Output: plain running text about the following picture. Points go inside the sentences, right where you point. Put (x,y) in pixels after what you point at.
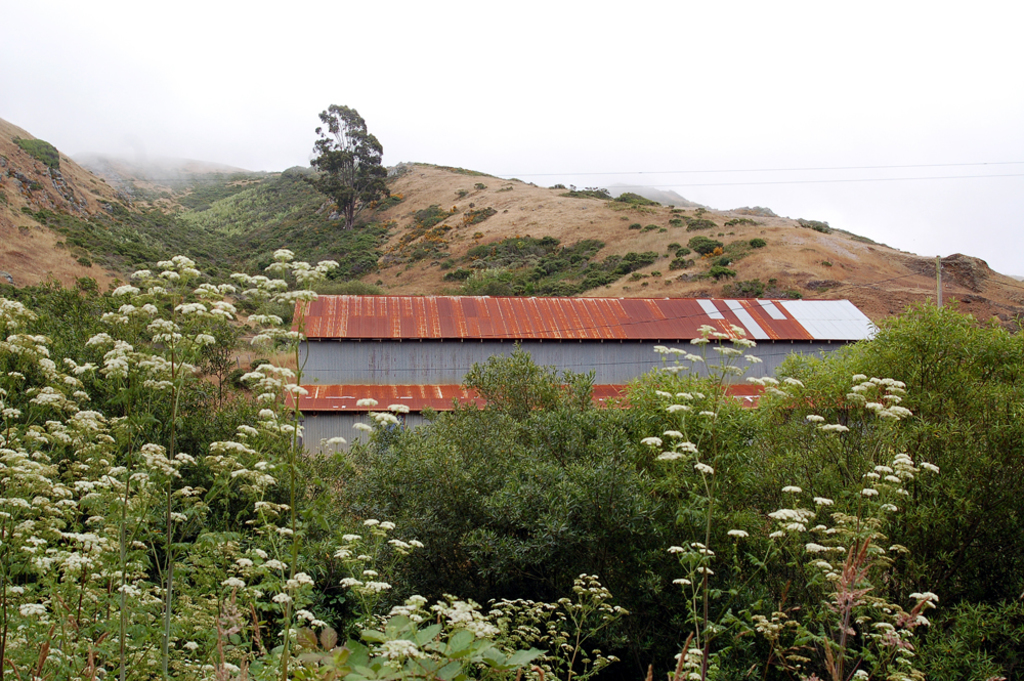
This picture is clicked outside. In the foreground (217,334) we can see the trees (396,487) and flowers (274,479). In the center (413,335) there is a house (363,361). In the background (339,54) we can see the sky (359,54), grass (520,225) and hills (410,191) and some plants (353,194).
